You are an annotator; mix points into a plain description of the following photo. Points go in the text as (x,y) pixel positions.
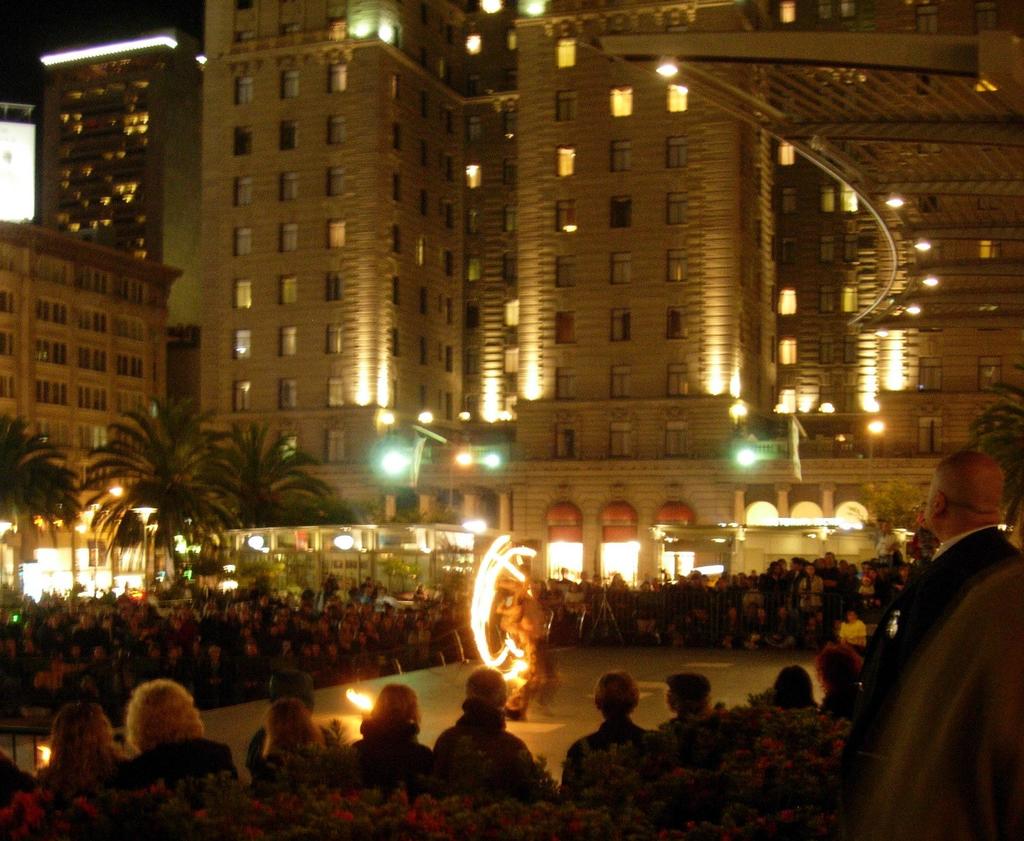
In this picture I can see group of people (1004,720), there are plants (682,752), there is a person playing with fire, there are trees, lights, poles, flags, buildings (471,412).
